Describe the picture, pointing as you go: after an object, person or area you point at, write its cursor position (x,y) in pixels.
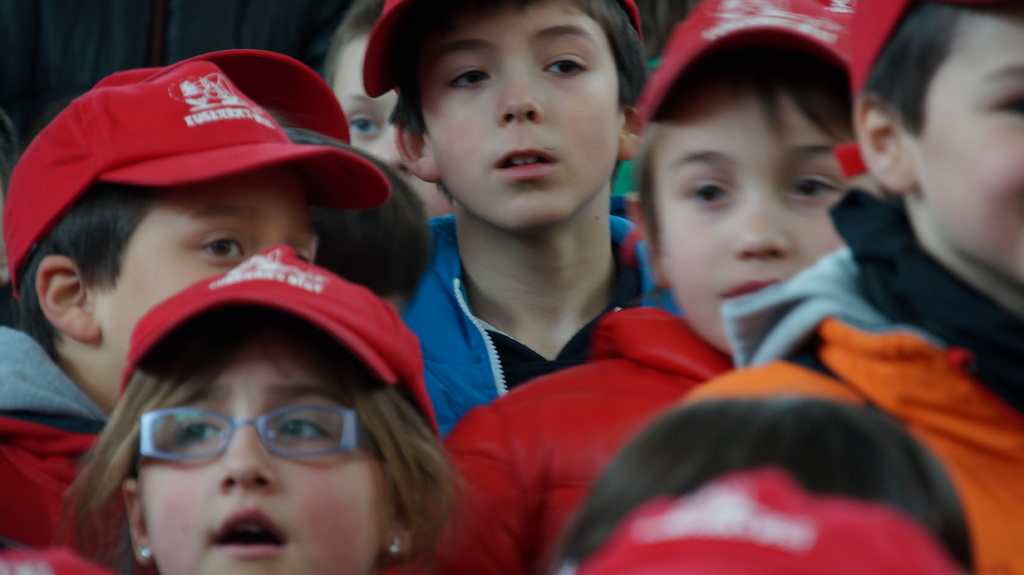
In the picture I can see a girl (239,537) wearing spectacles (289,452) and a red color cap (324,322) is on the left side of the image (294,484) and we can see a few more children (527,76) wearing dresses (663,312) and red color caps (80,174) are standing here. The bottom of the image (623,436) is slightly blurred.
